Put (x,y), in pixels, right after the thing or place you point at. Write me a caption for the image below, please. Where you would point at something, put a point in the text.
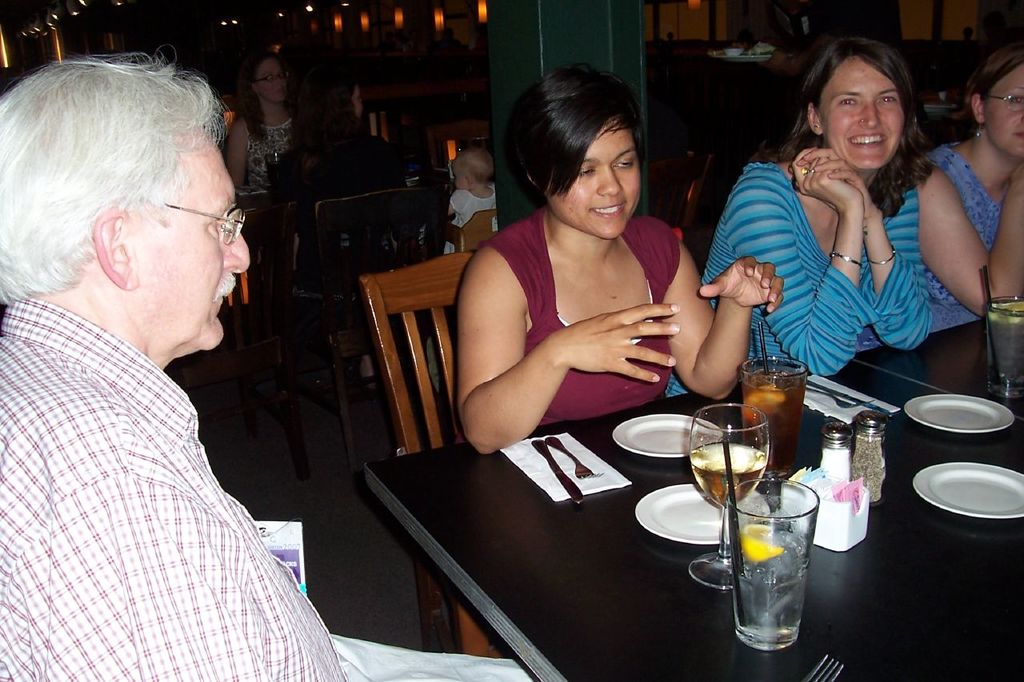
Background (509,20) is very dark. we can see few persons (215,123) sitting on chairs (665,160) in front of a table (594,516), smiling and talking and on the table (494,511) we can see glasses (691,452) with drinks (748,458) in, bottles (865,475), empty plates (950,425), tissue papers (863,409), knives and forks (831,392). At the left side of the picture (177,215) we can see one man (198,228) sitting on a chair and he wore spectacles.
